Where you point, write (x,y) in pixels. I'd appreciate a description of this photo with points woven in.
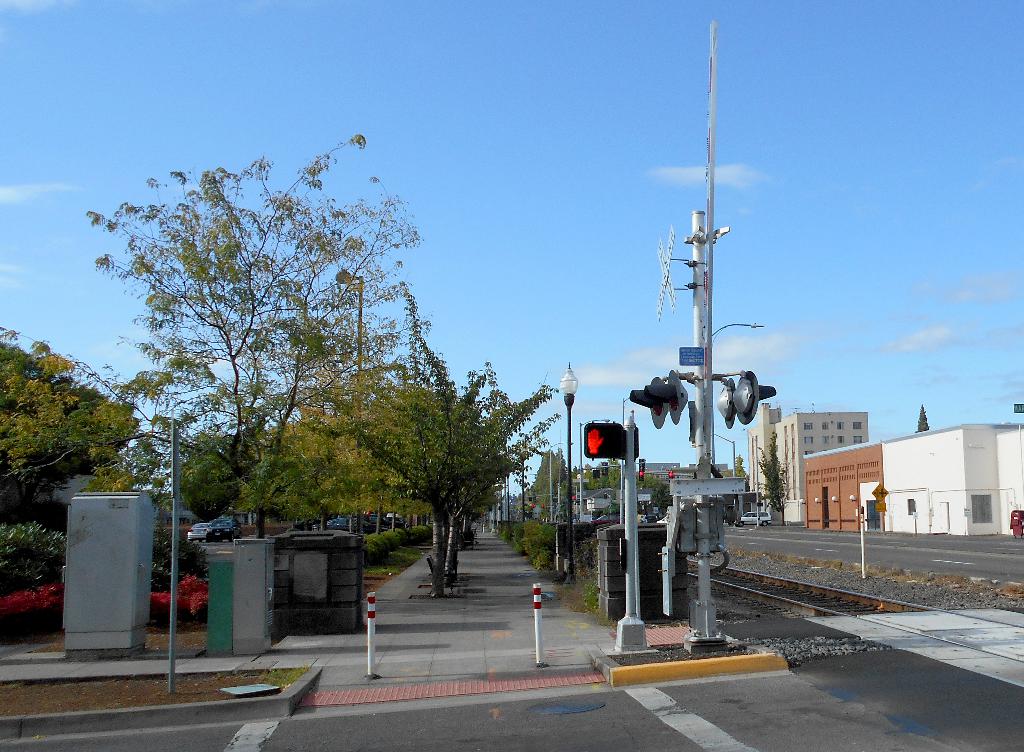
In this image, on the right side (975,446), we can see a building (948,449), trees (777,454), cars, street lights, traffic signal (655,403), electric pole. On the left side (58,585), we can also see an electrical box (107,532), flowers (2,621), plants (48,614), trees (384,400), pole (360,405). In the middle of the image (451,444), we can see two poles (535,629), trees (466,444). At the top (559,149), we can see a sky (567,164), at the bottom (783,582), we can see a railway track (824,591) and a road (579,731).
